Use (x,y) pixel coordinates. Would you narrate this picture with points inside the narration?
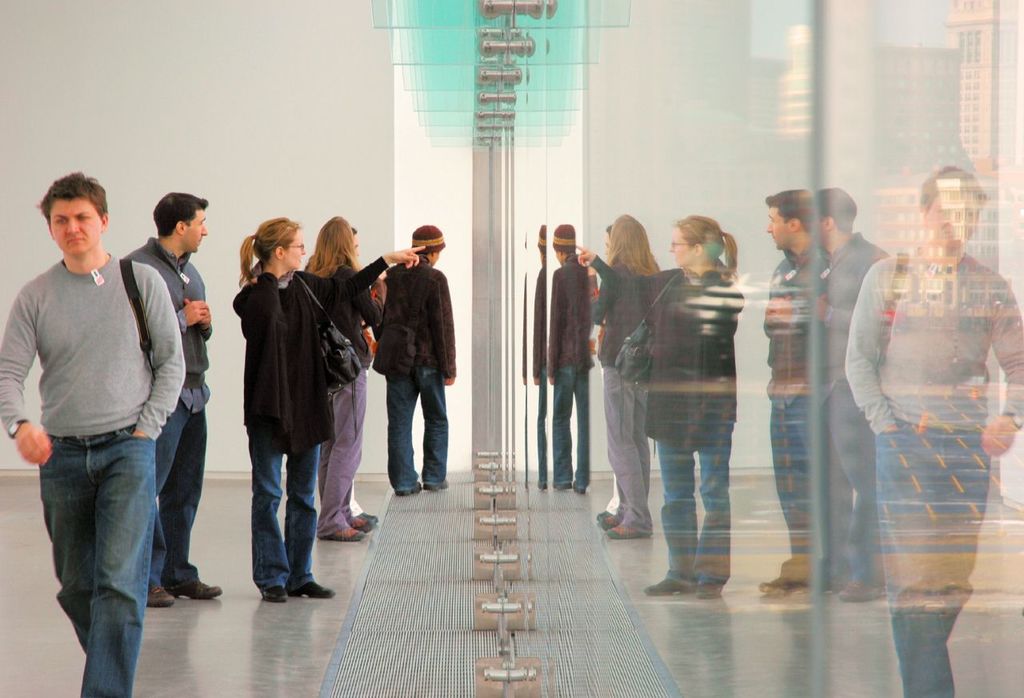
In this picture we can see a group of people (96,429) where some are standing and two are walking on the floor (247,578) and in front of them we can see a mirror (561,107) and in the background (456,291) we can see the wall (456,275).
